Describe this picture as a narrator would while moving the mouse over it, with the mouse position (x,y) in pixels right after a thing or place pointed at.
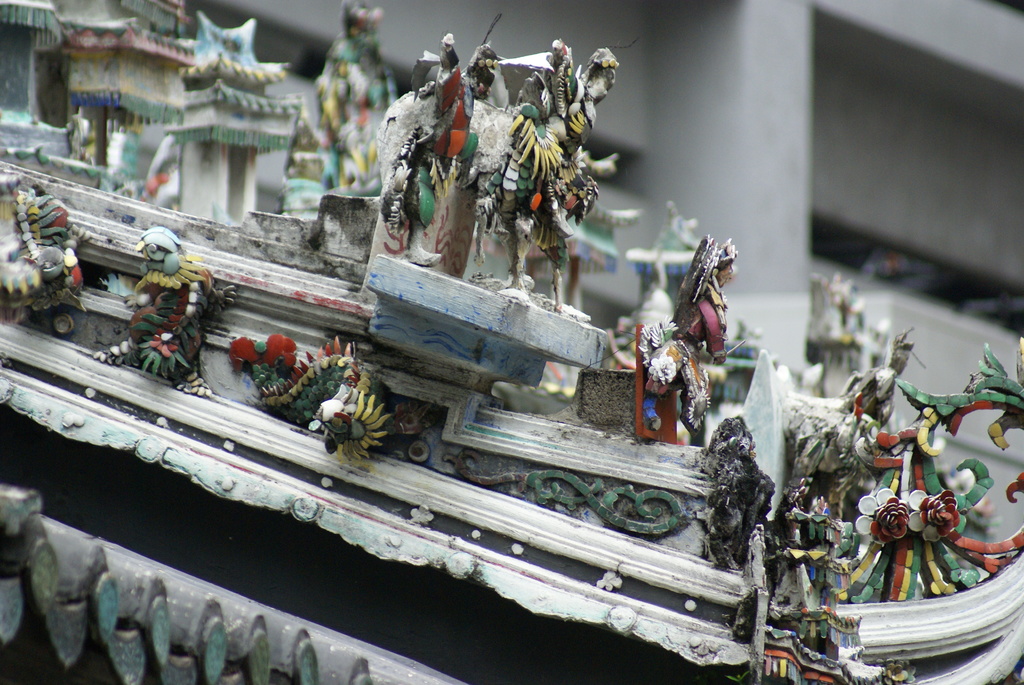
In this image we can see some showpieces (680,349).
